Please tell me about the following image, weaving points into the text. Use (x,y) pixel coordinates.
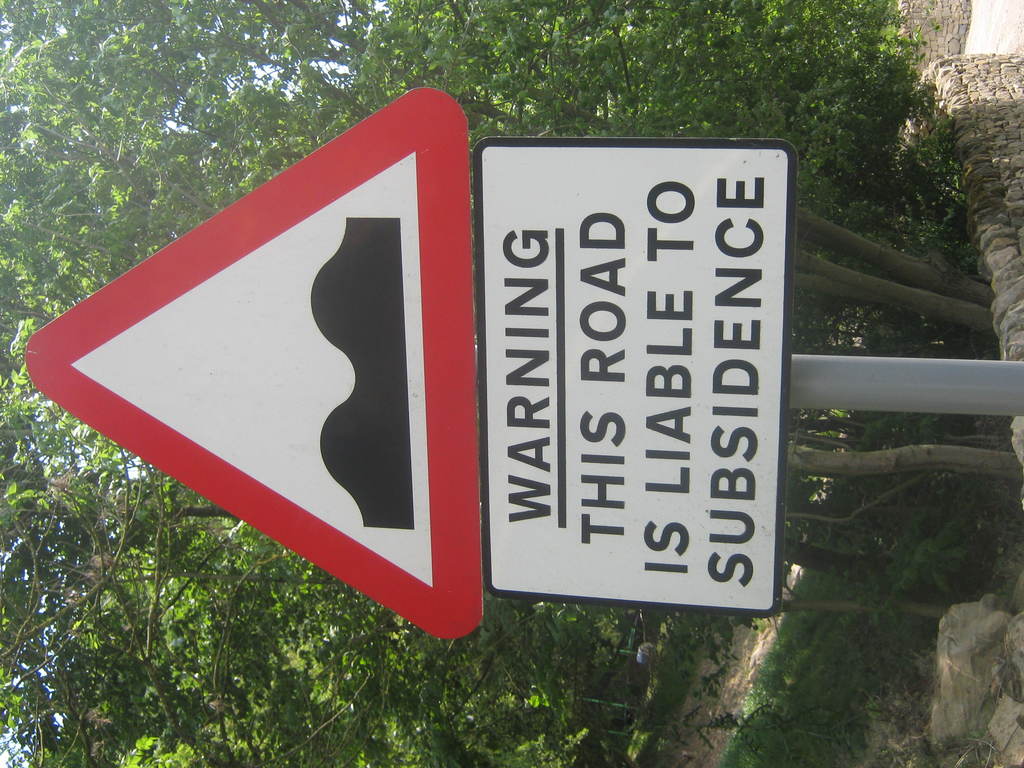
In this image we can see a sign board (354,354) and texts (673,393) written on the other board (679,356) on a pole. In the background (845,441) we can see trees (401,34), grass (812,667) on the ground (754,678) and walls (985,106).
